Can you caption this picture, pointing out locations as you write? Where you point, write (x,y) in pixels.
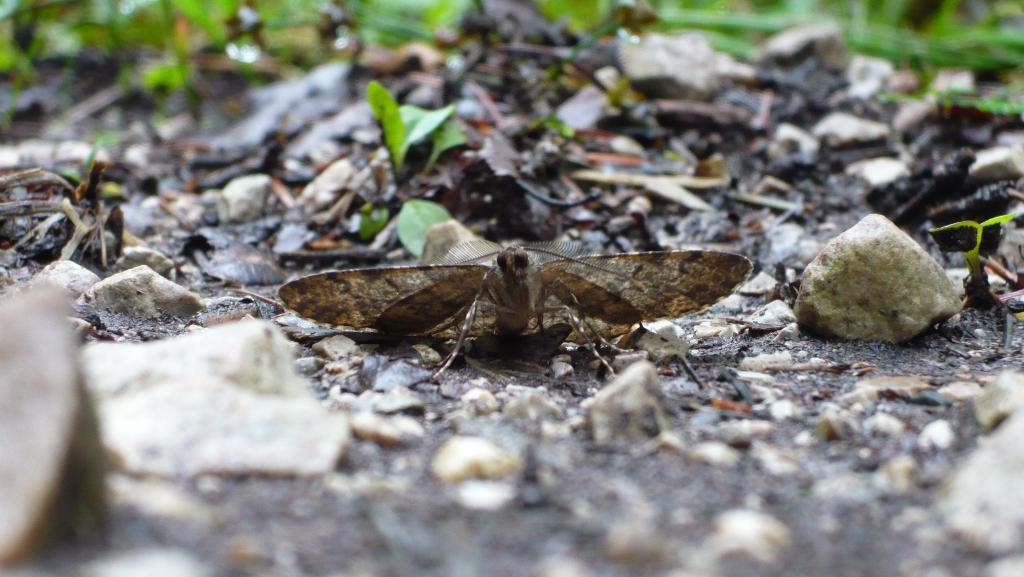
In this picture we can see a brown color butterfly (412,284) sitting on the ground (413,422). Behind we can see some dry leaves (572,81) and a blur background (310,34).
